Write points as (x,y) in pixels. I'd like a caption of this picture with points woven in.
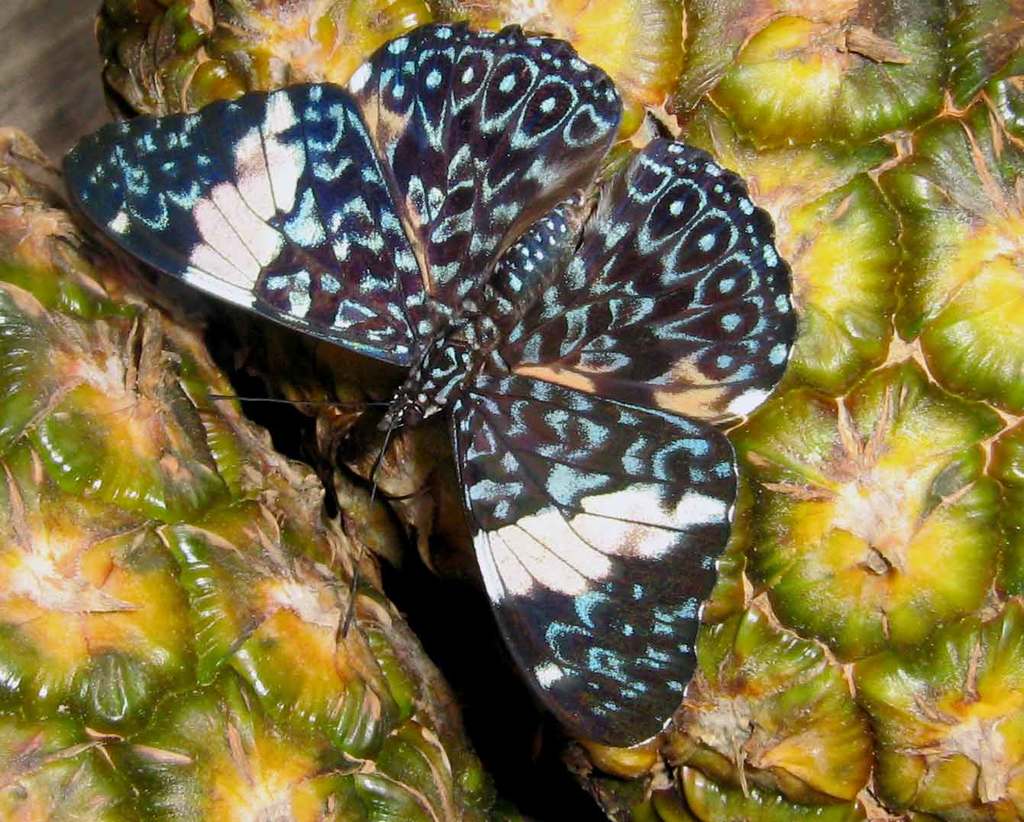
In the center of the image (534,397), we can see a butterfly (470,323) on the pineapple (169,564).
